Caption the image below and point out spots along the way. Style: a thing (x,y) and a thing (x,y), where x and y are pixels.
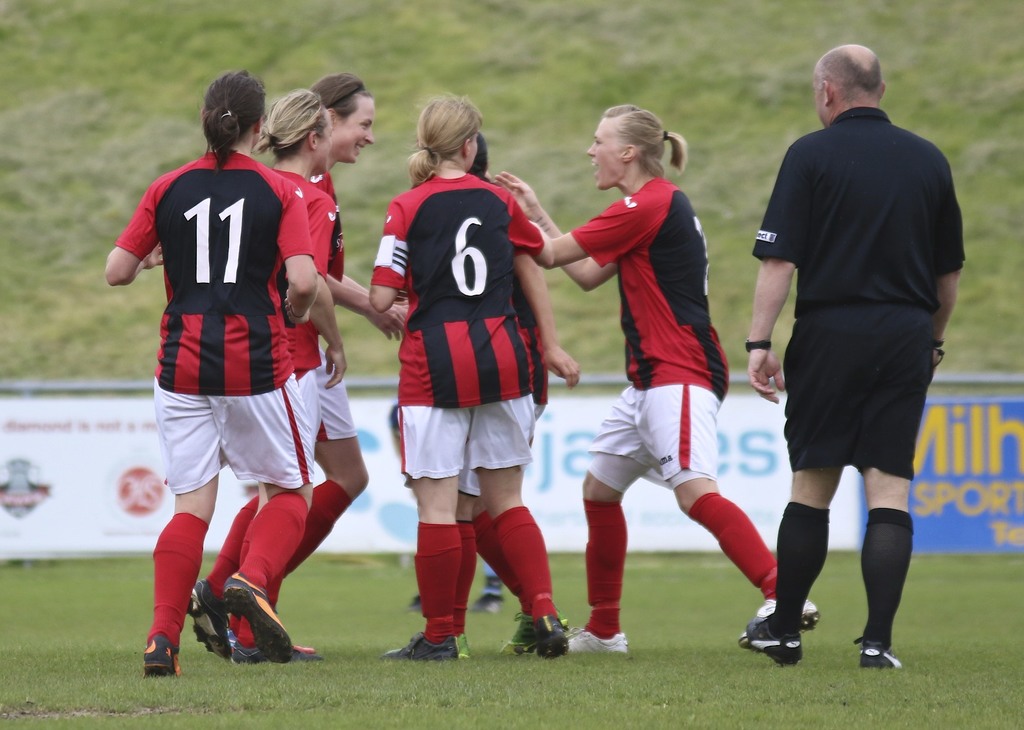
In this image there are a few players (220,210) standing on the ground (659,565), behind them there is a banner (959,465) with some images (28,478) and text (749,469).
